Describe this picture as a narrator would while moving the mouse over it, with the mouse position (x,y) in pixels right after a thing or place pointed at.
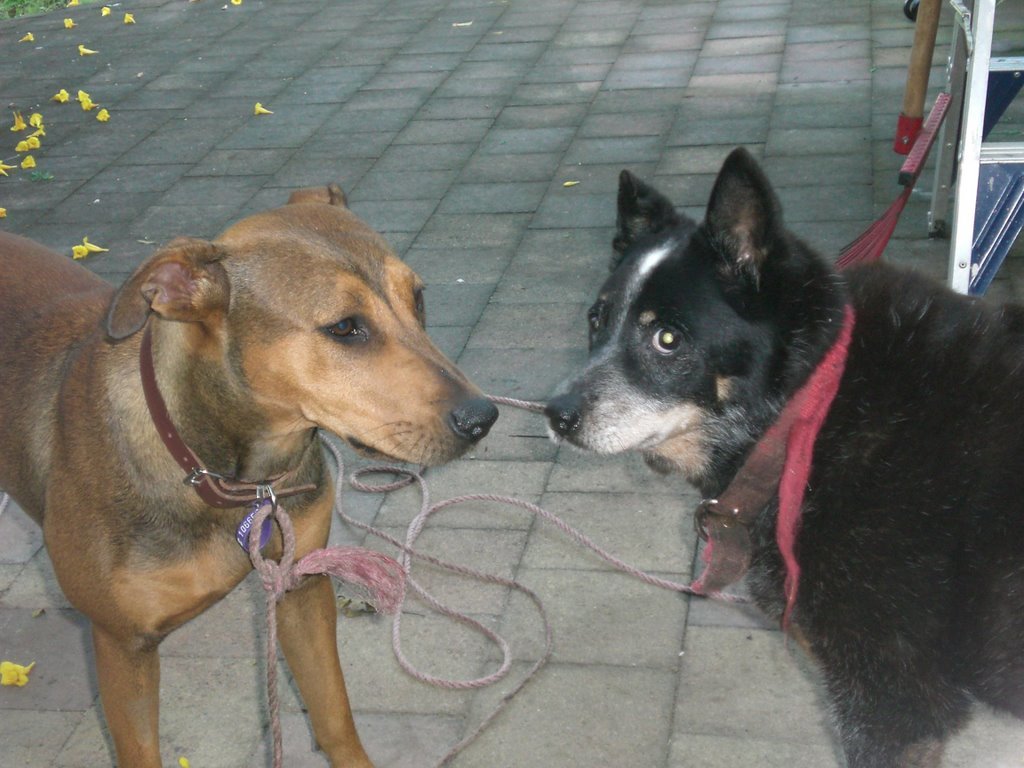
In this image, on the right side (900,485), we can see a black color dog (920,485), on which its collar rope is lying on the ground (373,655). On the left side (284,618), we can also see another dog (169,321). In the background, we can see some flowers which are placed on the floor (514,5).
